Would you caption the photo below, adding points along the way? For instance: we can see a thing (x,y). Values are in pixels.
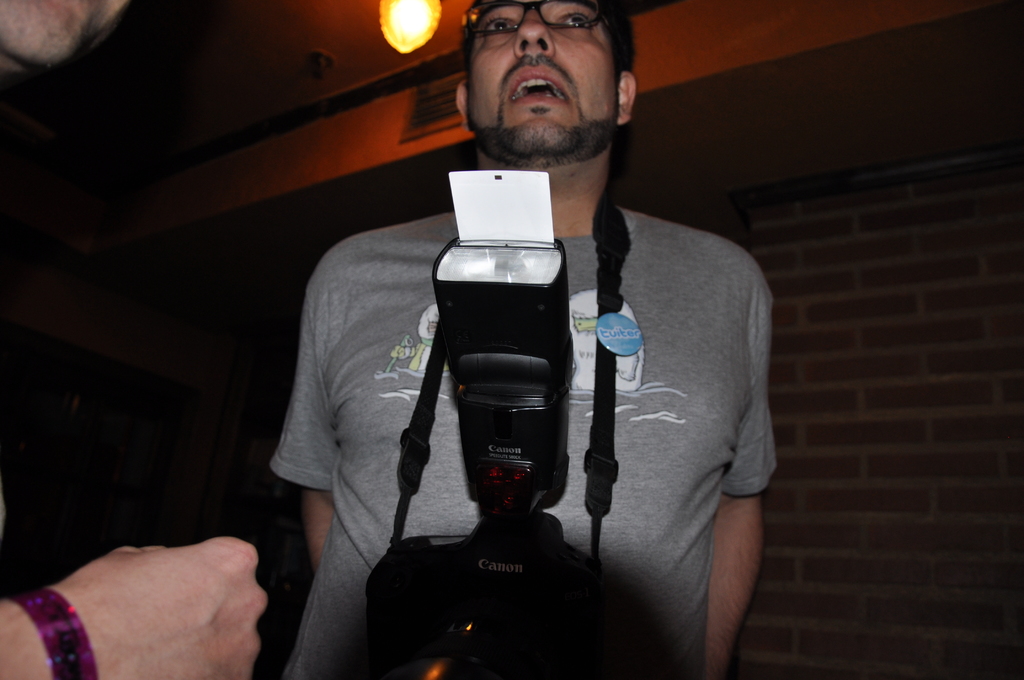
In this image there is a man (671,339) in the middle (646,416). The man (639,423) is wearing the camera (488,557) with the belt (615,233). At the top (420,3) there is the light (403,10). On the left side (188,576) bottom there is a hand (141,594) of the person (110,610).
